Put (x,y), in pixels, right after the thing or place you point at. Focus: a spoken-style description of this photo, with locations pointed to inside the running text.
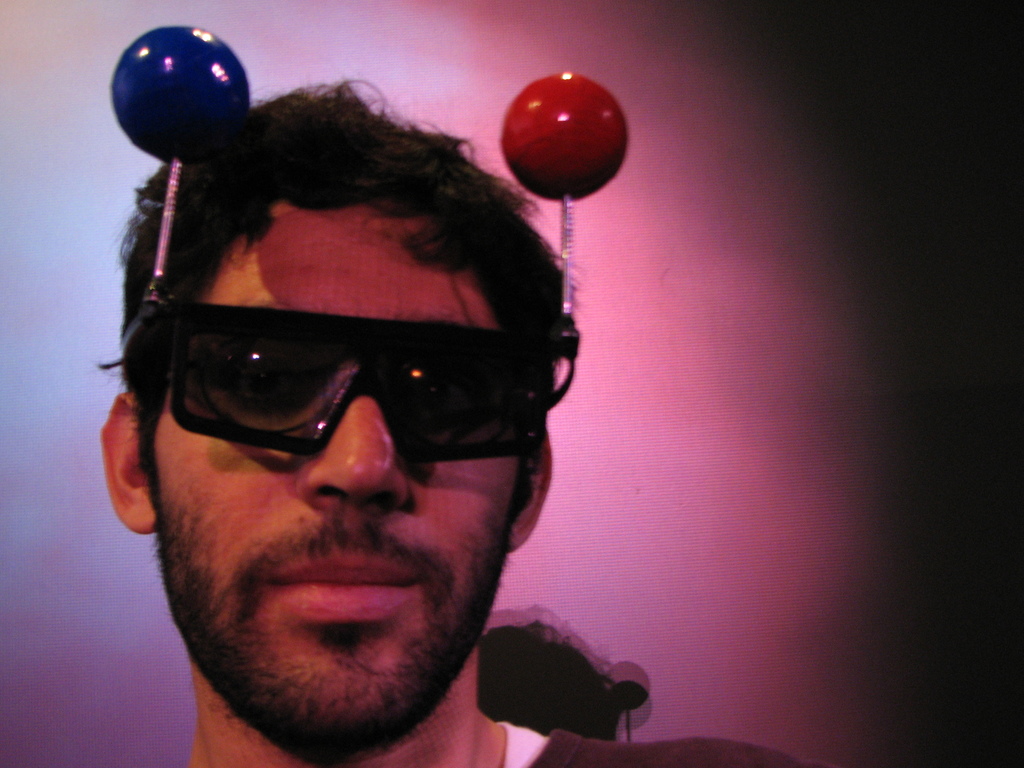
As we can see in the image there is a wall (768,372) and a person (351,675) wearing goggles (383,346).
